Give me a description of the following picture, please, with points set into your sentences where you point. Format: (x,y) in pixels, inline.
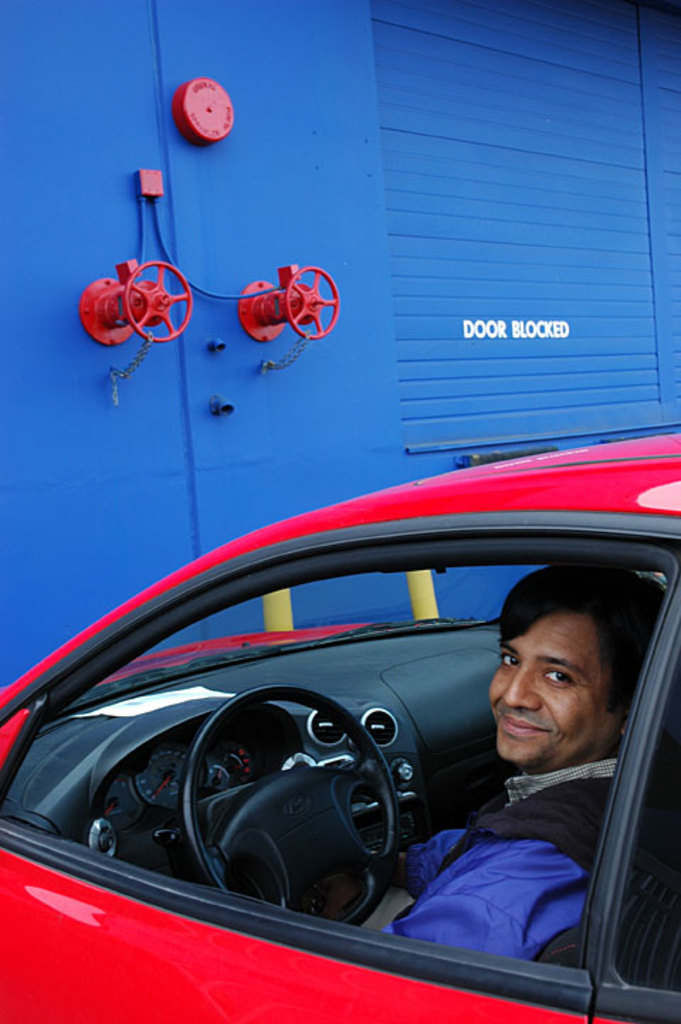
In this picture there is a man (514,757) sitting in a car (464,641). In front of him there is a steering wheel (263,815) and a display meter (176,790). In the background (143,564) there is wall (132,467) on the wall (120,461) there valves (110,309) and text (516,329) "Door blocked" on it.
